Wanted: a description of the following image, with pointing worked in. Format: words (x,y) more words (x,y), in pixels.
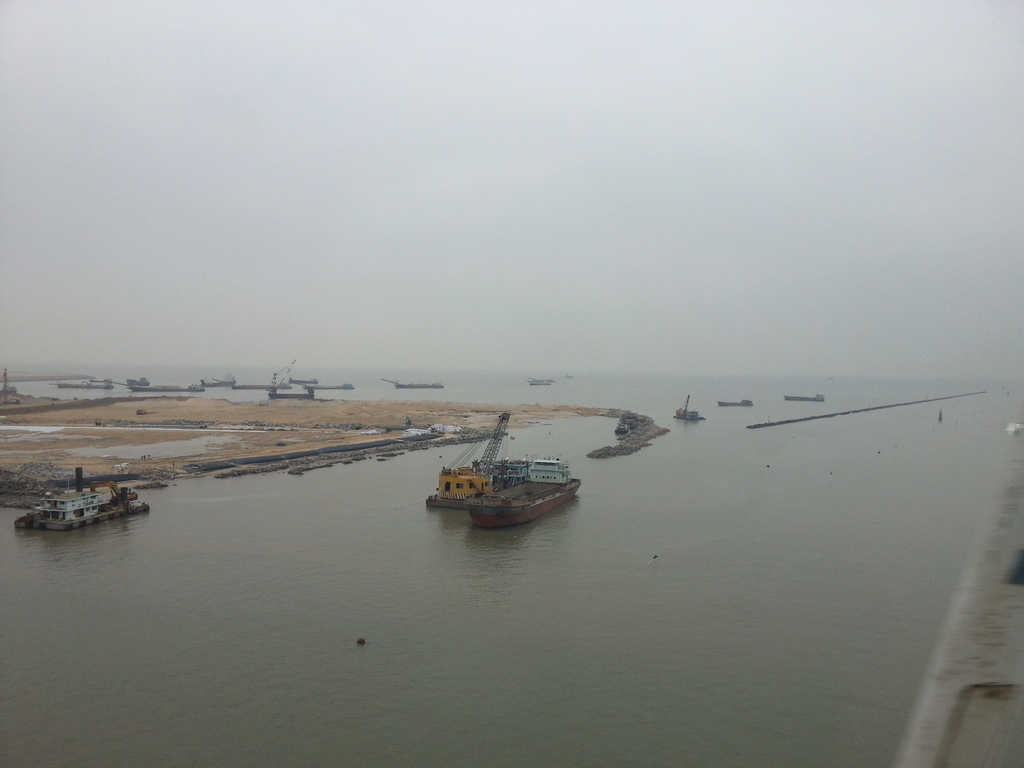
In the image we can see there are ships (513,492) docked on the water (430,484) and there is an ocean (432,551). The sky (454,85) is hazy.
